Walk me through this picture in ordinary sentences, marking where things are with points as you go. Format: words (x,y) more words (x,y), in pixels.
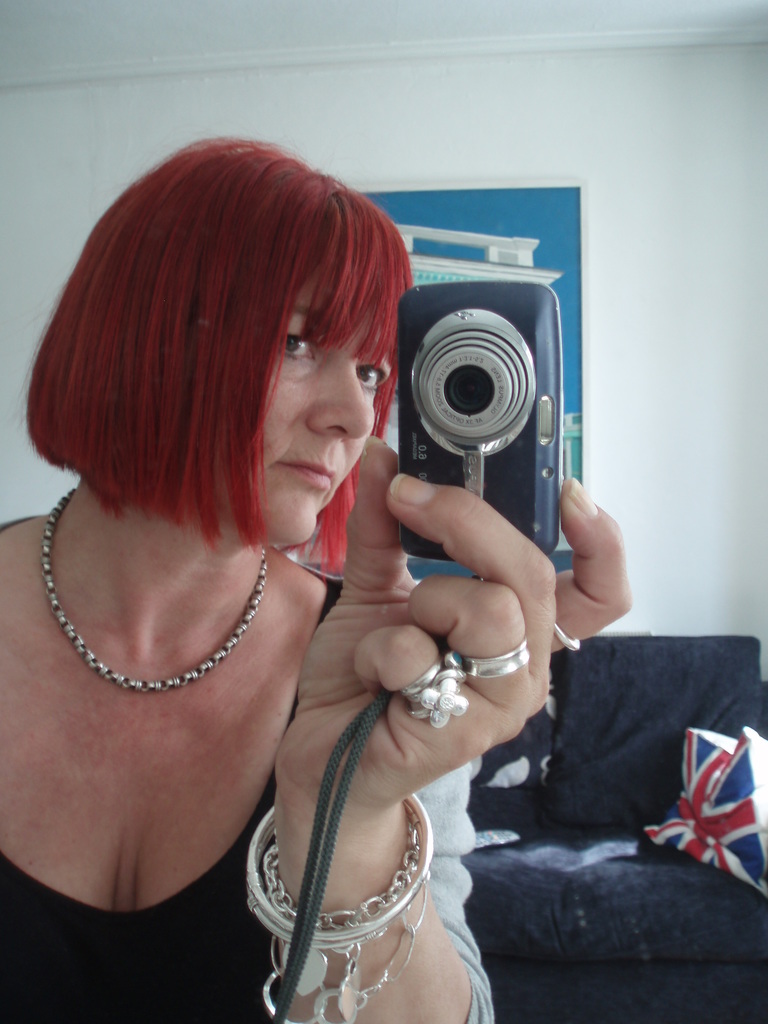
In this image i can see a woman (196,586) holding a camera (435,480), at the background (661,683) i can see a couch (654,674), a pillow (713,768), a frame (567,281) attached to a wall (606,240).
